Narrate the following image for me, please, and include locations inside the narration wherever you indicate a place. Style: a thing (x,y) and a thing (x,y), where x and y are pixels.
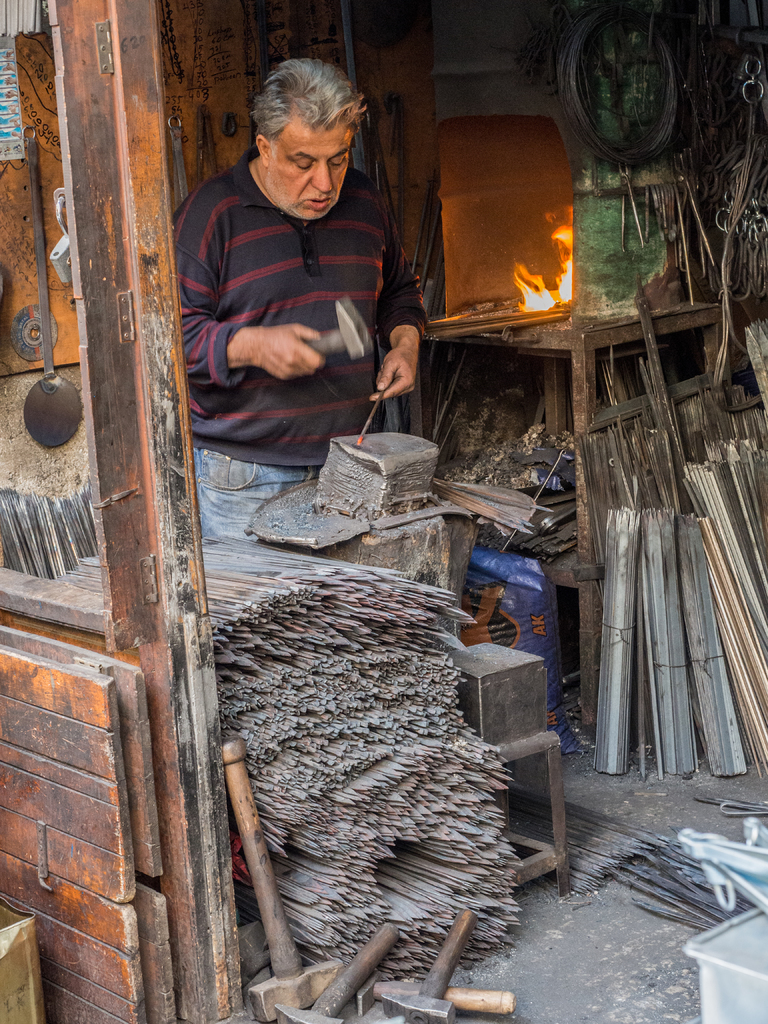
In this image we can see there is a person (296,282) standing and holding a hammer (319,345) and on the other hand (408,348) he is holding an object (372,411) and trying to hit. On the floor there are few objects (434,617) and a few hammers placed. On the right side of the image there is a fire (556,238) and some other objects (670,282) placed on the table (713,314) and some equipment (49,325) hanging on the wooden board (71,354) behind the person (337,401).
